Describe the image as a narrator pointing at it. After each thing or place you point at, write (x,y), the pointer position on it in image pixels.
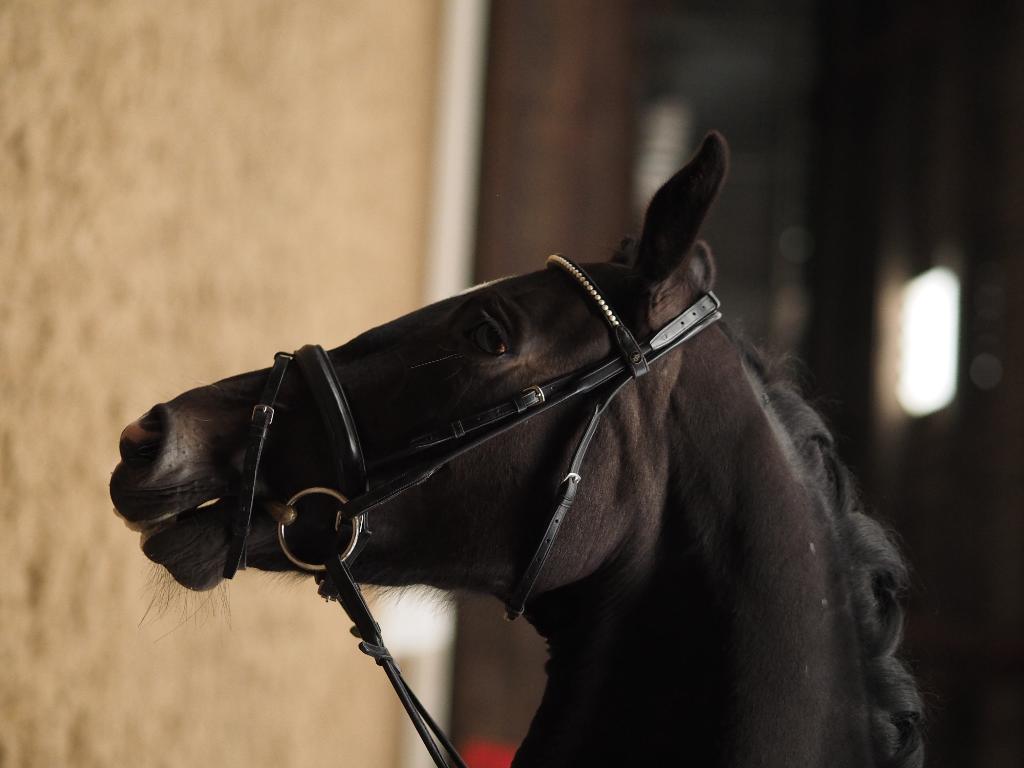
In the image there is a horse (662,552) and only the head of the horse (511,356) is visible in the image and the background of the horse (578,657) is blur.
